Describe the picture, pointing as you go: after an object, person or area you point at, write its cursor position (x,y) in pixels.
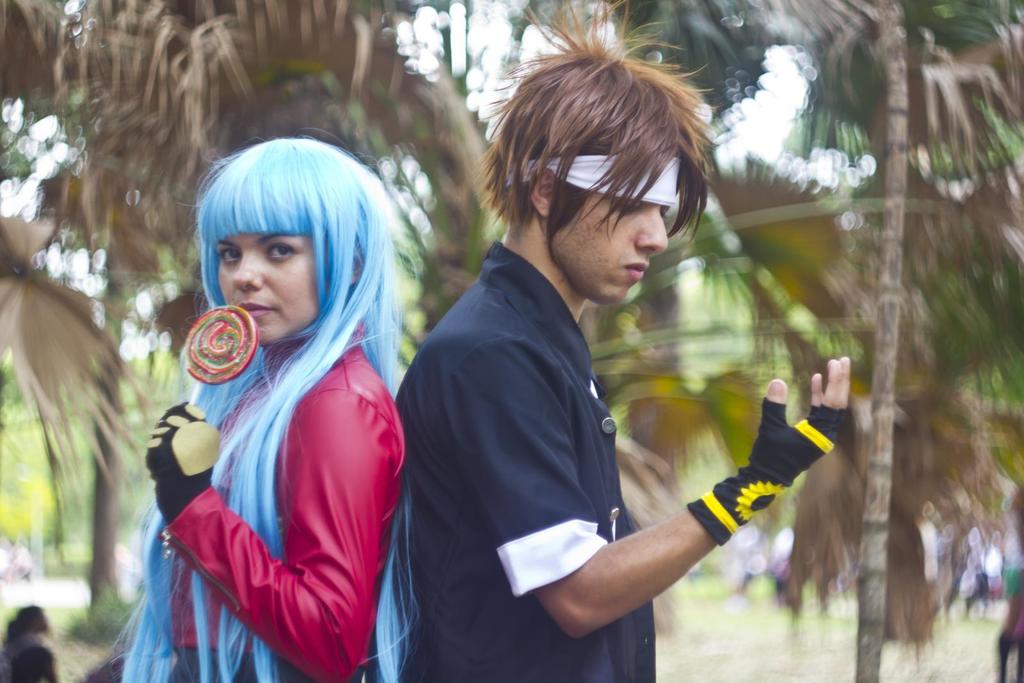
In this picture we can see a man (435,426) and a woman (329,417) are standing, this woman (277,417) is holding a lollipop (248,326), in the background (939,382) we can see trees (286,108) and some people (1015,571), there is a blurry background (764,567).
